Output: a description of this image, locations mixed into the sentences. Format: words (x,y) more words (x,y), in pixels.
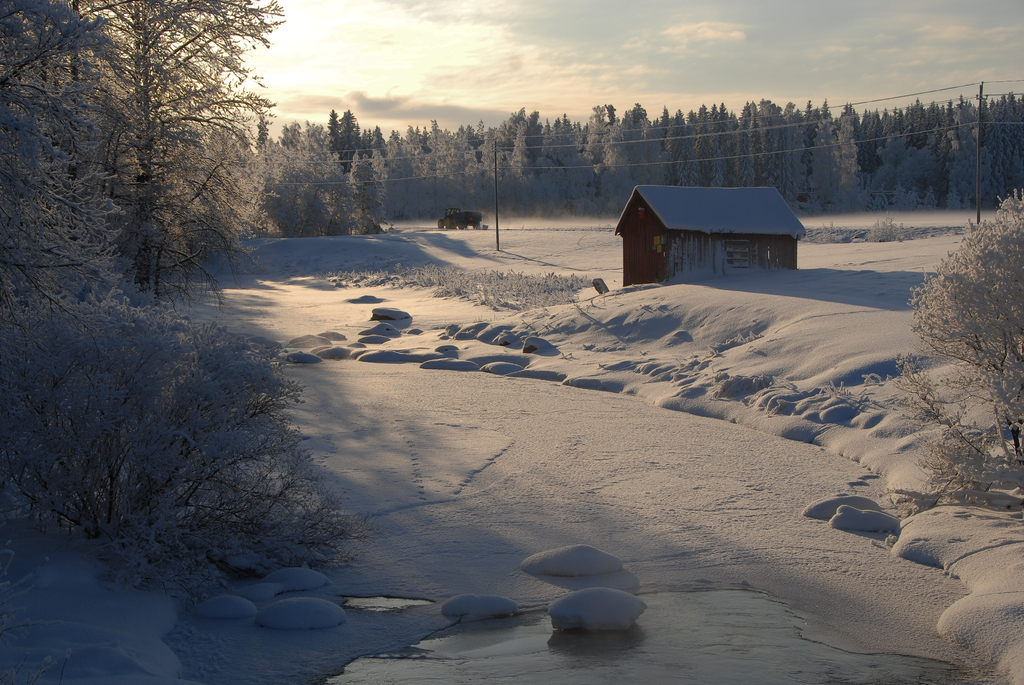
In this image at the center (650,264) there is a building (678,221). Behind the building (632,219) there is a utility pole (496,147) where wires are attached to it. Behind the utility pole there is a tractor (454,221) and at the back side (271,170) there are trees (760,166) and sky (473,88). At the bottom (414,483) surface (434,472) is fully covered by snow (672,404).
